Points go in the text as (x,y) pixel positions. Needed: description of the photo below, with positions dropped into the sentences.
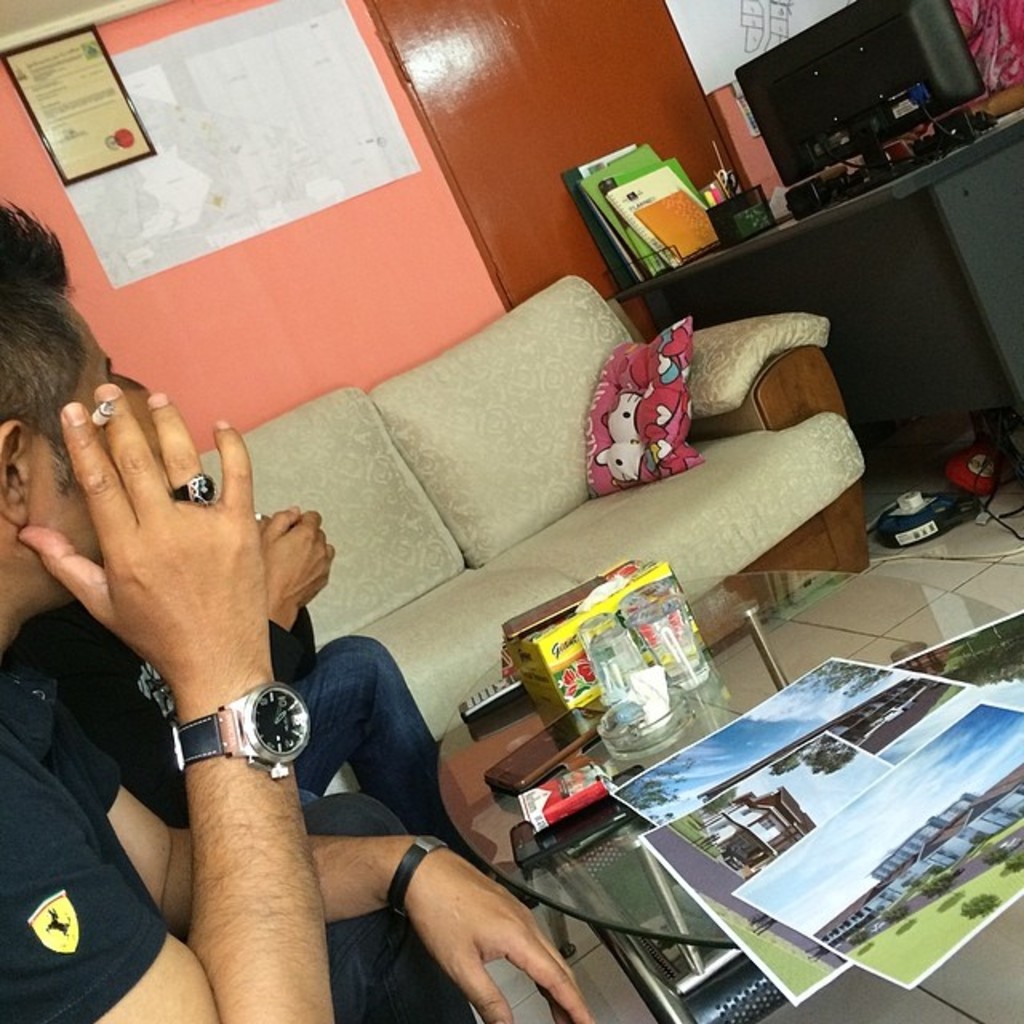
This picture describes about few people (336,712), they are seated on the sofa (439,529), in the left side of the given image we can see a man (110,464), he is holding a cigarette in his hand (170,573), in front of him we can see mobile (562,735), remote (497,701), glasses (605,641), papers (882,878) and some other things (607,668) on the table (726,645), and also we can see a monitor (889,107), books (635,197) and other things (818,204), in the background (139,125) we can see a frame (137,129) on the wall (309,264).
